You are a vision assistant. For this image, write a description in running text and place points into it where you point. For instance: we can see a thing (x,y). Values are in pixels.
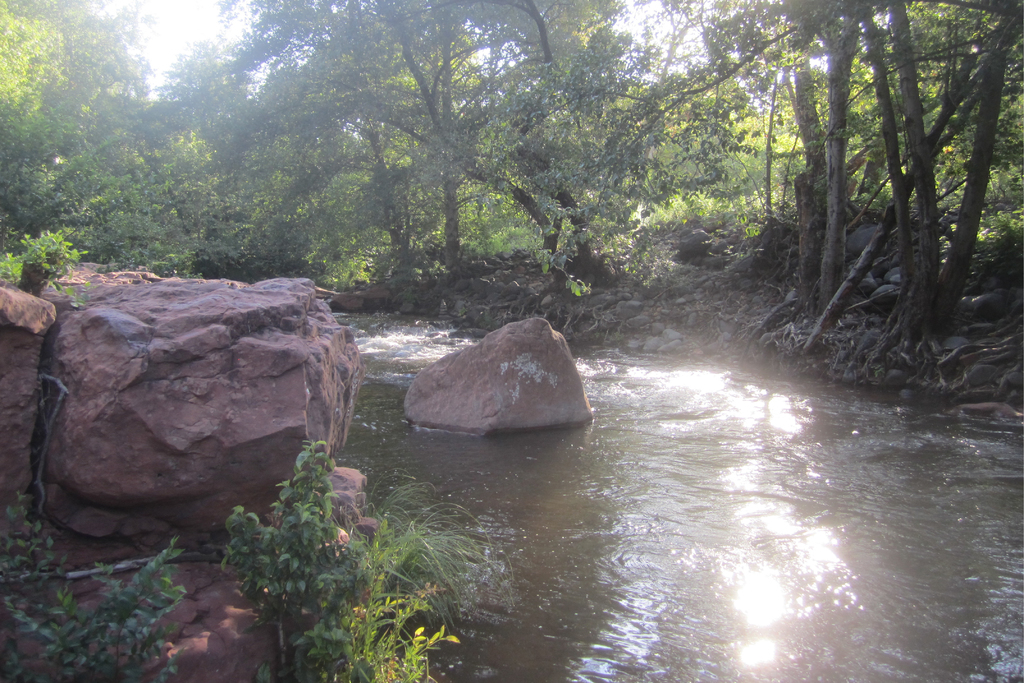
In this image I can see the stream (750,451), on the stream (740,437) I can see stones (631,321) and there are some trees (400,158) visible in the middle (384,240).
